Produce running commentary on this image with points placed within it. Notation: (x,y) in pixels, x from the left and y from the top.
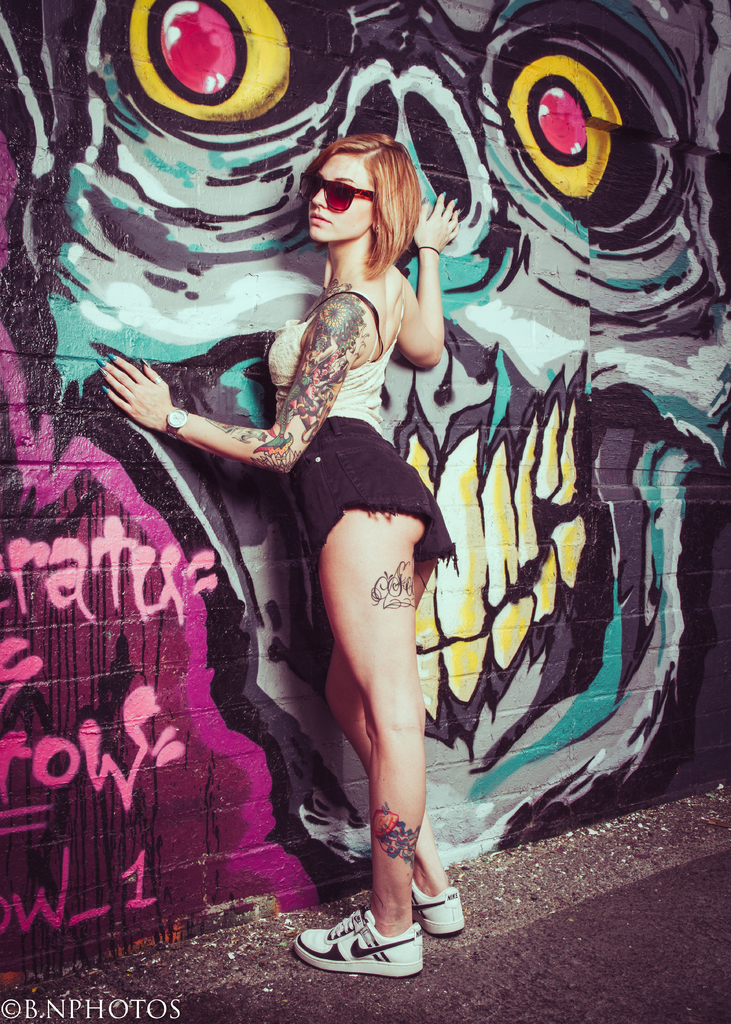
In this picture we can see a woman (272,468) wearing goggles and standing. There is a watermark (161,1008) and some text (177,1010) in the bottom left (177,1010). We can see the text (20,593), a number (142,856) and a painting (254,300) on the wall (478,603).
